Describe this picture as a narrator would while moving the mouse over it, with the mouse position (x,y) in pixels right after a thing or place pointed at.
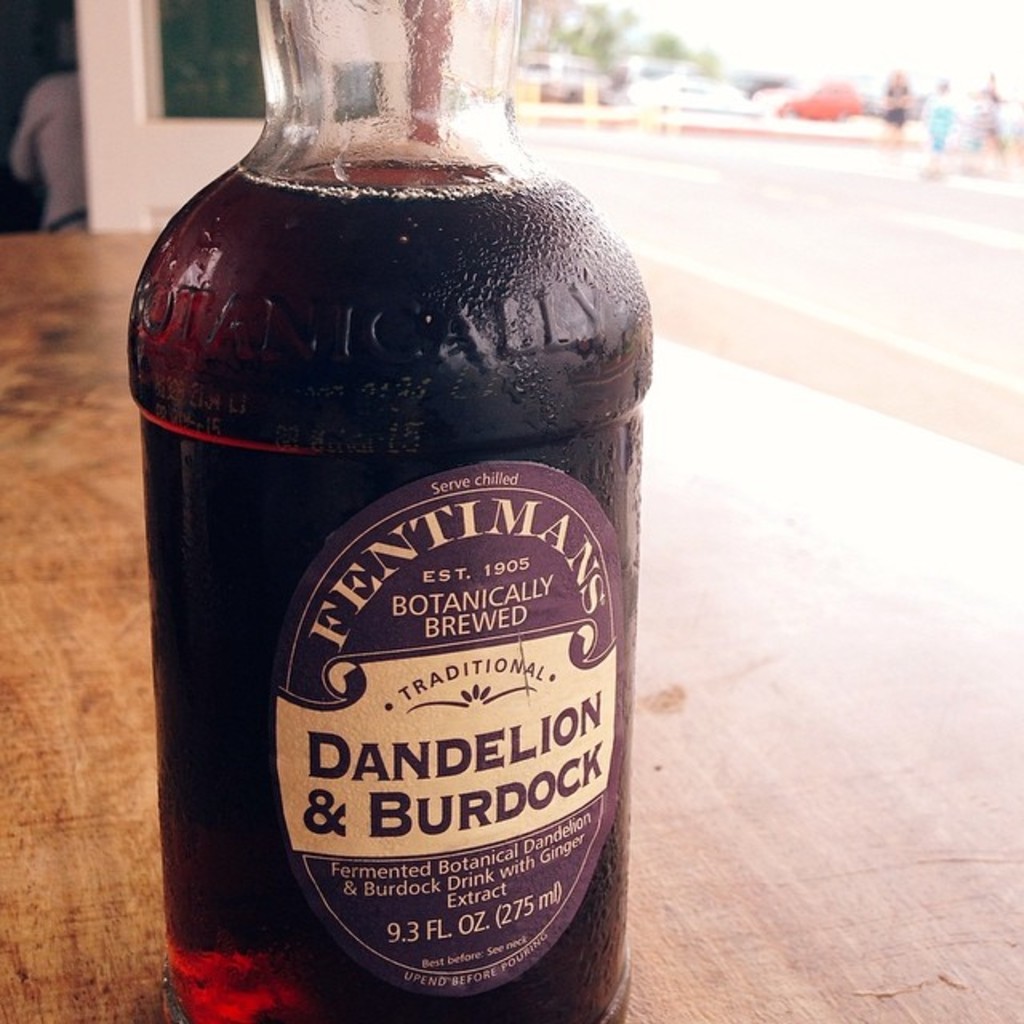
There is an alcohol bottle (365,506) placed on the table (70,863) the table (57,652) is of brown color it is a wooden table (95,235) to the right side (813,247) there is a road (806,295) in the background (123,125) there is a door (134,98) and a man (58,94) is sitting beside the door (96,135), behind that there are three people (904,126) crossing the road (851,270) and in the background (790,45) there is sky (824,32) and few trees (693,53) outside.
